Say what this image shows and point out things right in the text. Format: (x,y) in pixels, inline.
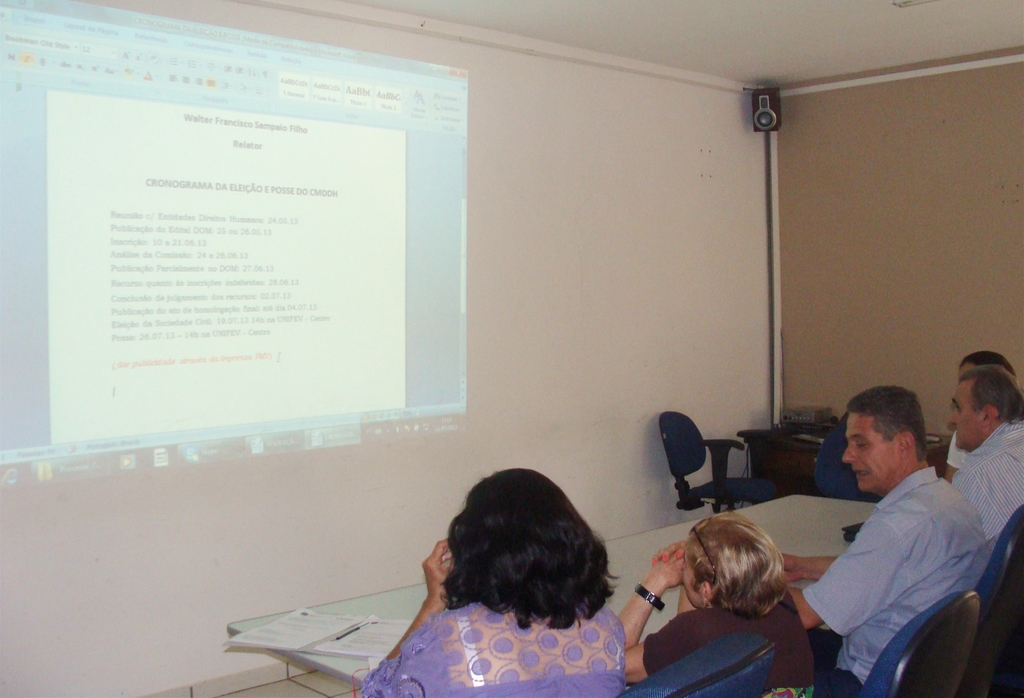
There are group of people (750,552) sitting in chairs (903,666) and there is a table (640,547) in front of them and there is a projected image (244,264) on the wall (239,243) and there is a speaker (760,115) in the right corner (772,118).
